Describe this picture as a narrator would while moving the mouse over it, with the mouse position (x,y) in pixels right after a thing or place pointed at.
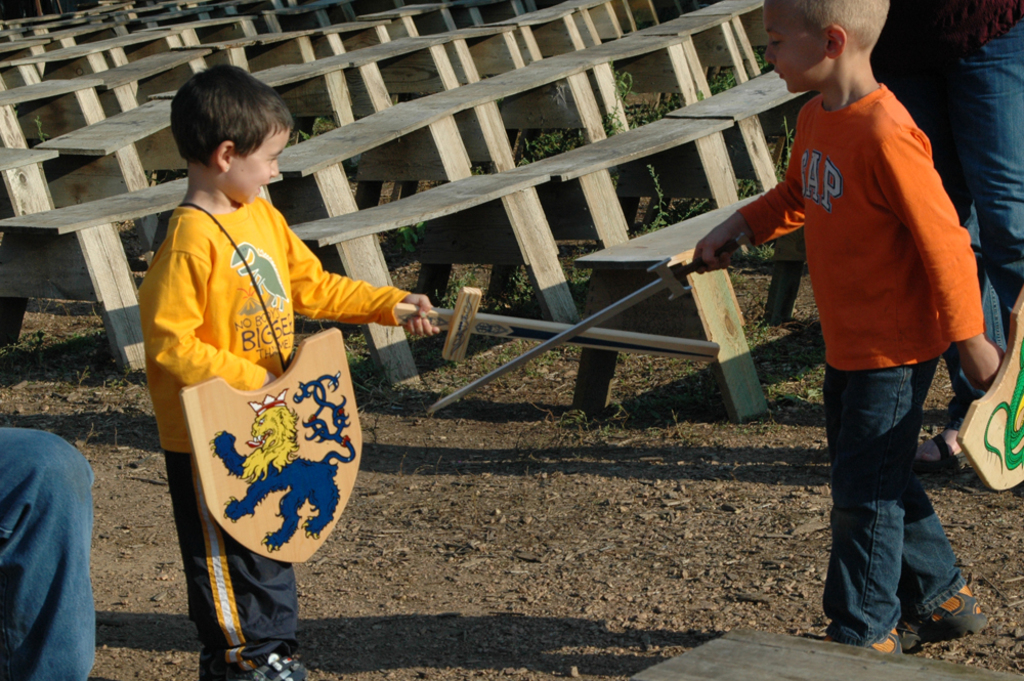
In this image we can see two boys (176,347) standing and holding the swords (606,347) and shields (314,397), there are some benches (614,206), grass (528,162) and the legs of the persons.
